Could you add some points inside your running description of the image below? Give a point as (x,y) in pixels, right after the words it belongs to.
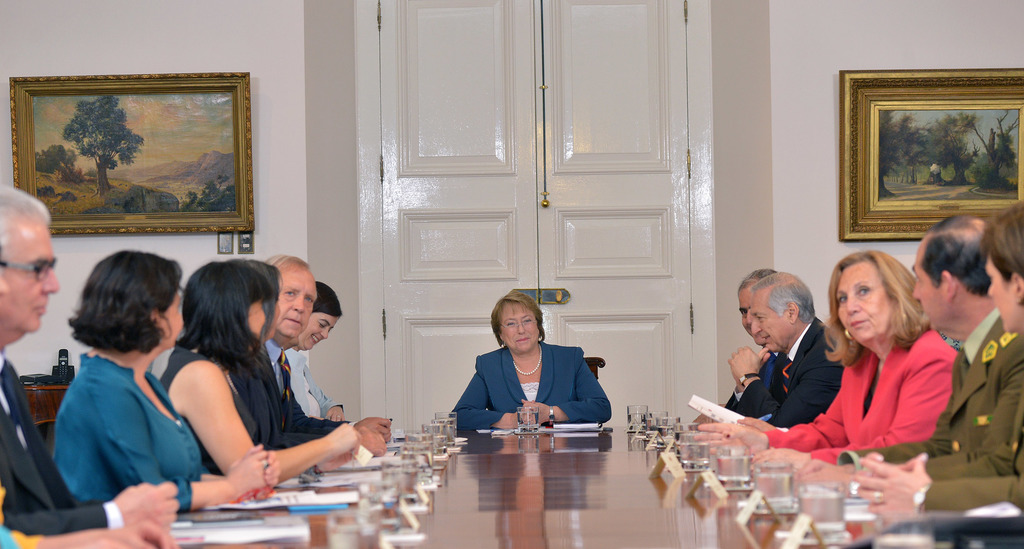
There are group of people (233,405) sitting on the either side of the table (466,457) and there a women (535,380) wearing blue suit (557,381) sitting in middle of them and there is a white door (549,206) back of her.
